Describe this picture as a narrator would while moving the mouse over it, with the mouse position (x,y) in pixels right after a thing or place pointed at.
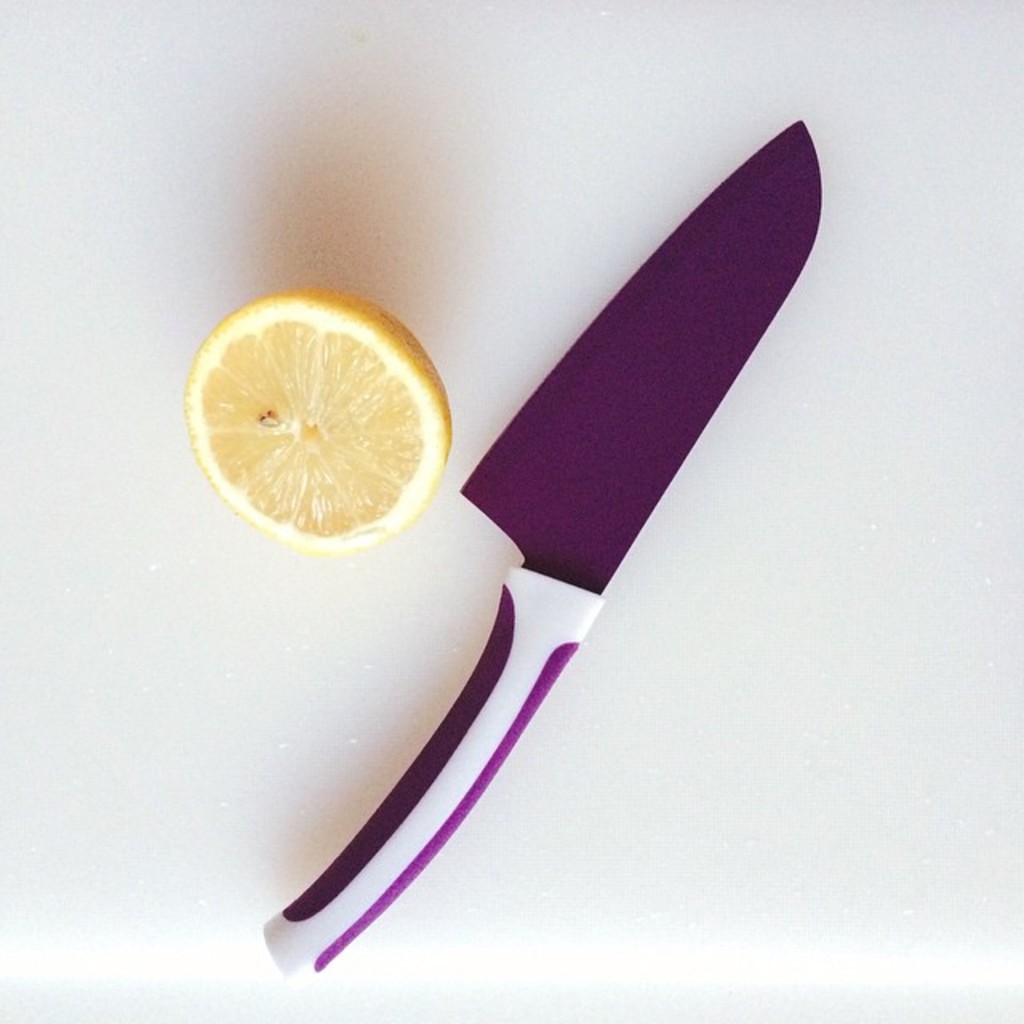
In the image we can see a knife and lemon (398,381) on a table (143,354).
